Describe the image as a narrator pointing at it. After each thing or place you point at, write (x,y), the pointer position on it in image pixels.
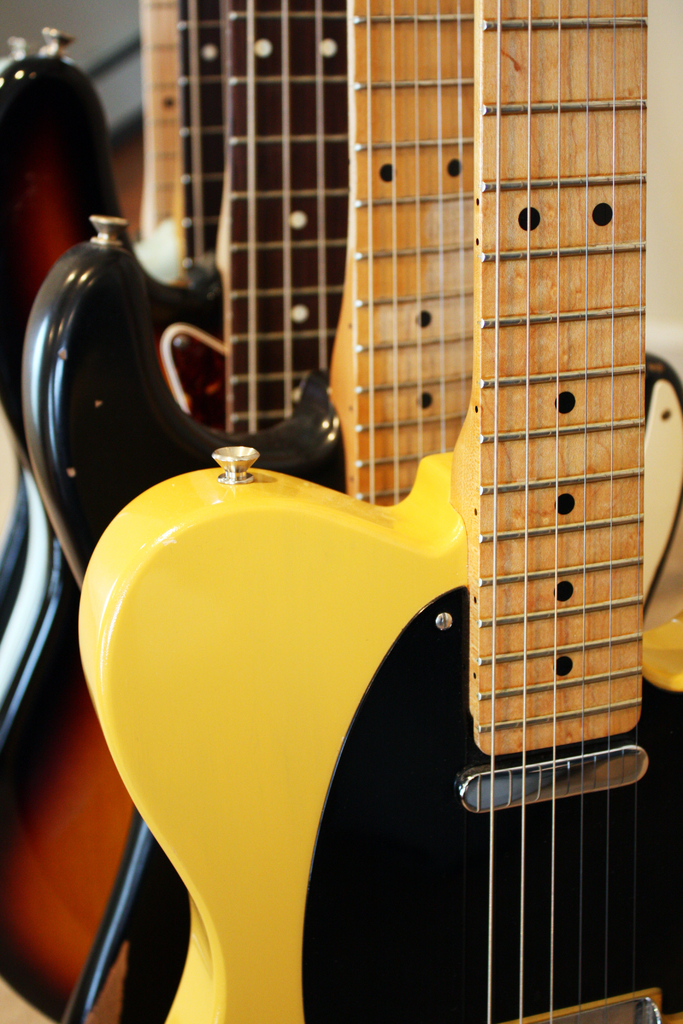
In this image i can see several guitars (136,355).
